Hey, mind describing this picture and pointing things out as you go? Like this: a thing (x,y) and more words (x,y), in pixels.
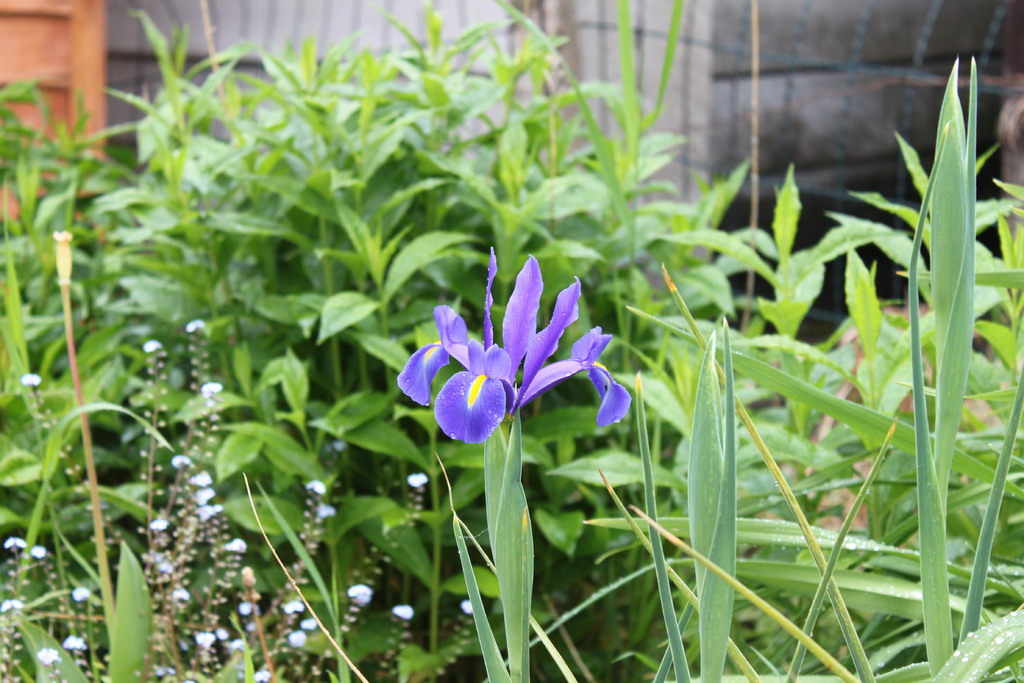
In the front of the image (519,214) i can see plants (164,209) and flowers (498,386). In the background of the image (860,175) there is a mesh (842,194), wooden object (93,55) and wall (975,49).
